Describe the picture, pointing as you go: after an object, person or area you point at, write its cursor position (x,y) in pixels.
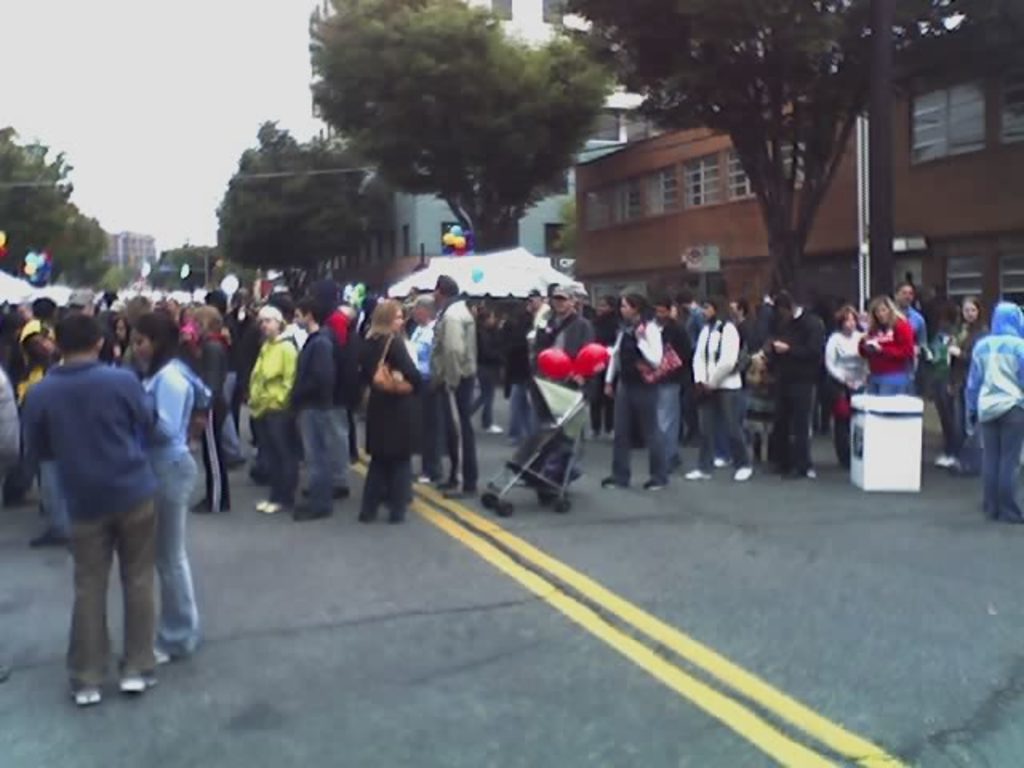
In this image there are some persons (218,422) are standing in middle of this image (352,508) and there is a road (593,551) at bottom of this image (631,593). There are some trees (264,260) in the background (416,147) and there are some buildings (602,197) at right side of this image (735,230) and there is a sky (160,101) at top of this image (106,54) and there is a white color object (881,409) placed at right side of this image (862,468).
